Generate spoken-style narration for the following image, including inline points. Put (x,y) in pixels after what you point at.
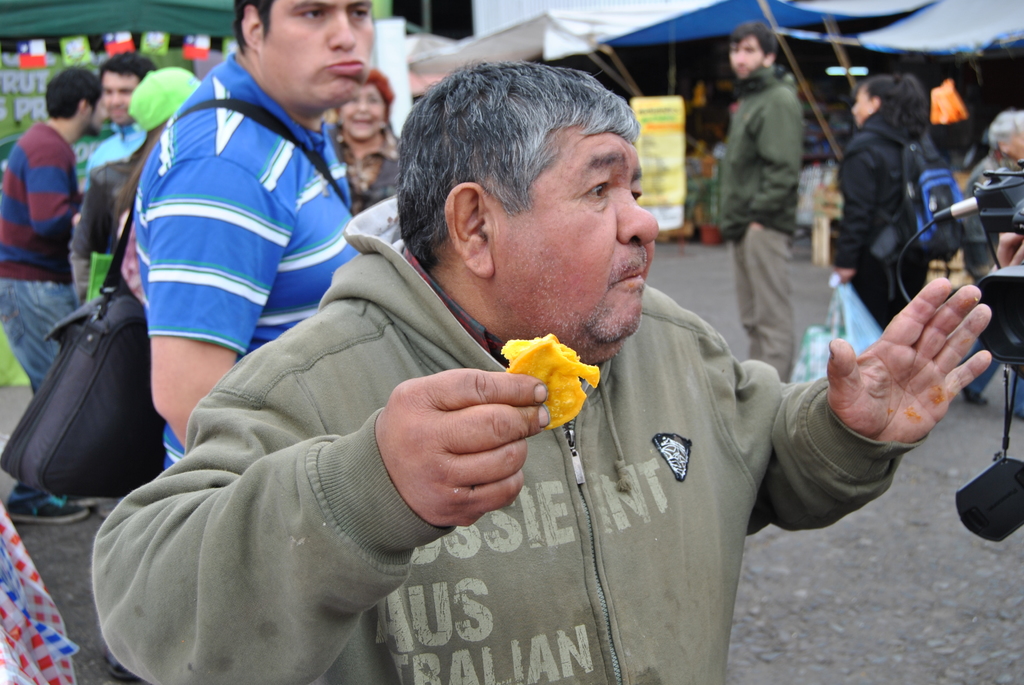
In this picture we can see a group of people (637,542) standing on the road (971,624), camera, banner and in the background (646,73) we can see stalls (670,49).
